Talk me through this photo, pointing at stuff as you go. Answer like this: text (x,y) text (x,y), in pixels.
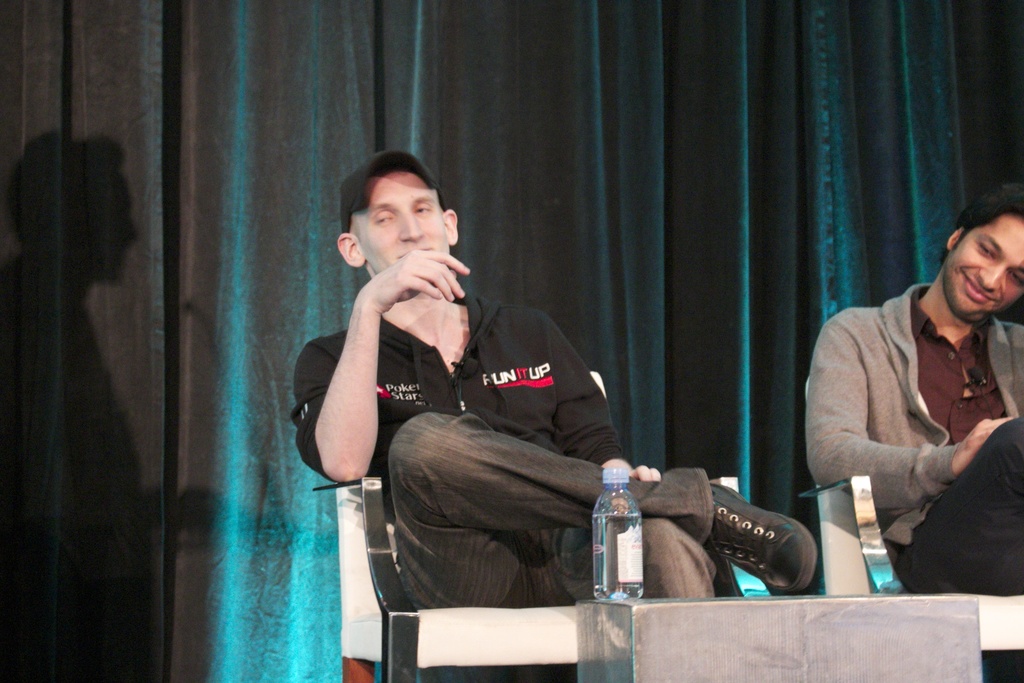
There are two persons (690,485) sitting on the chairs (362,546) as we can see in the middle of this image (591,372). There is a black color curtain (524,216) in the background (524,216). There is one bottle (634,580) kept on a table (754,641) at the bottom of this image (638,562).
